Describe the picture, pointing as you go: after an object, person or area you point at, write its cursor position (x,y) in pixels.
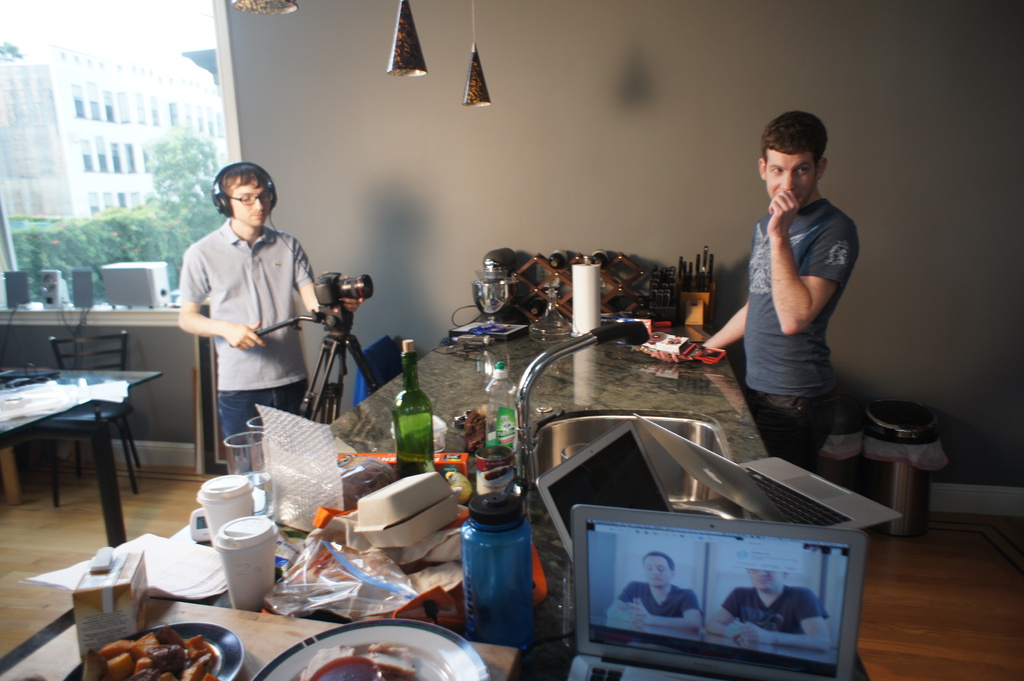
In this there are the two persons (279,343) stand in front of a table (476,385), and there are the bottles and food items (170,642) and laptops (605,539) and some other objects (502,320) kept on the table (611,382) and back side of them there is a building (57,132) and there are some trees (148,216) visible on the left side (116,247) corner.
